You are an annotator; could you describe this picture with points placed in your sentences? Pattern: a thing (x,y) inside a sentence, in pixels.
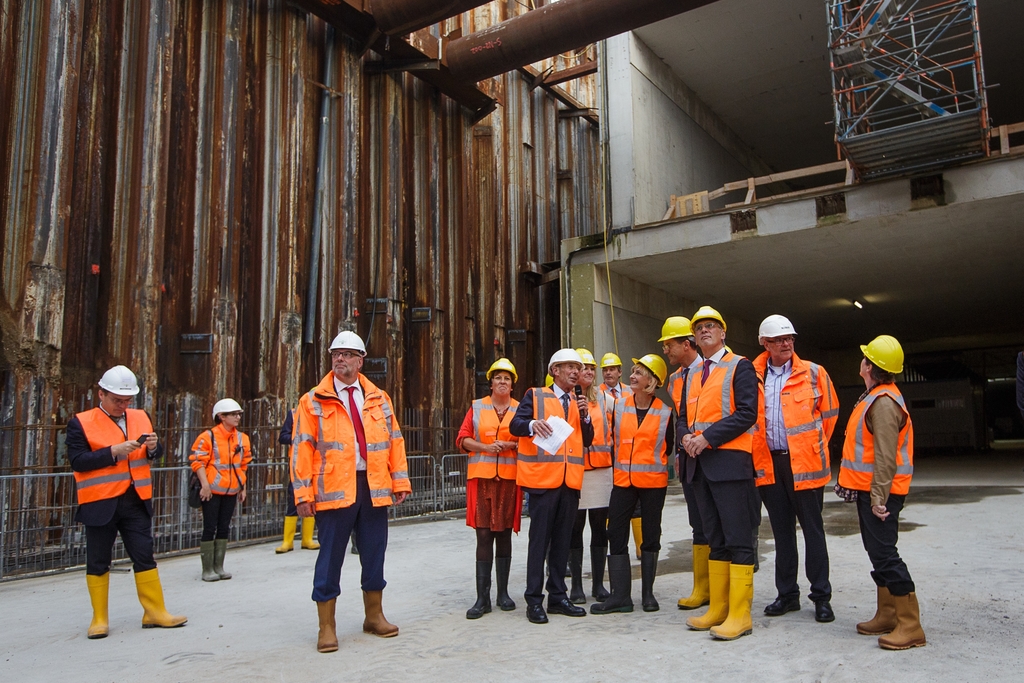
In this image there are people (660,424) standing on a floor (948,492) in the background (502,24) there is an iron sheet (15,387) and pipes (662,14) and frames (880,111).
